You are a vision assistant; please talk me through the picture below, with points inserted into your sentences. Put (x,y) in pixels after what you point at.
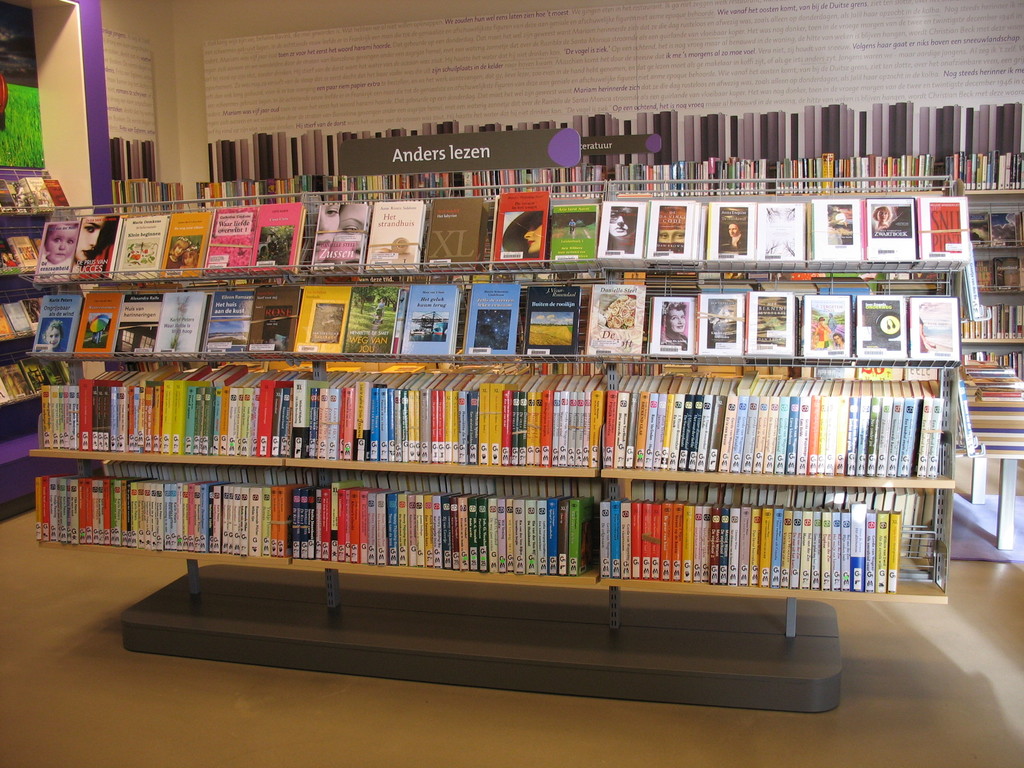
This is the picture of a room (358,743). In this image there are different types of books (358,443) in the cupboard (492,596). At the back (435,84) there is a poster (435,84) on the wall (303,9) and there is a board (428,167) on the cupboard (450,193) and there is a text (483,150) on the board (447,171).
